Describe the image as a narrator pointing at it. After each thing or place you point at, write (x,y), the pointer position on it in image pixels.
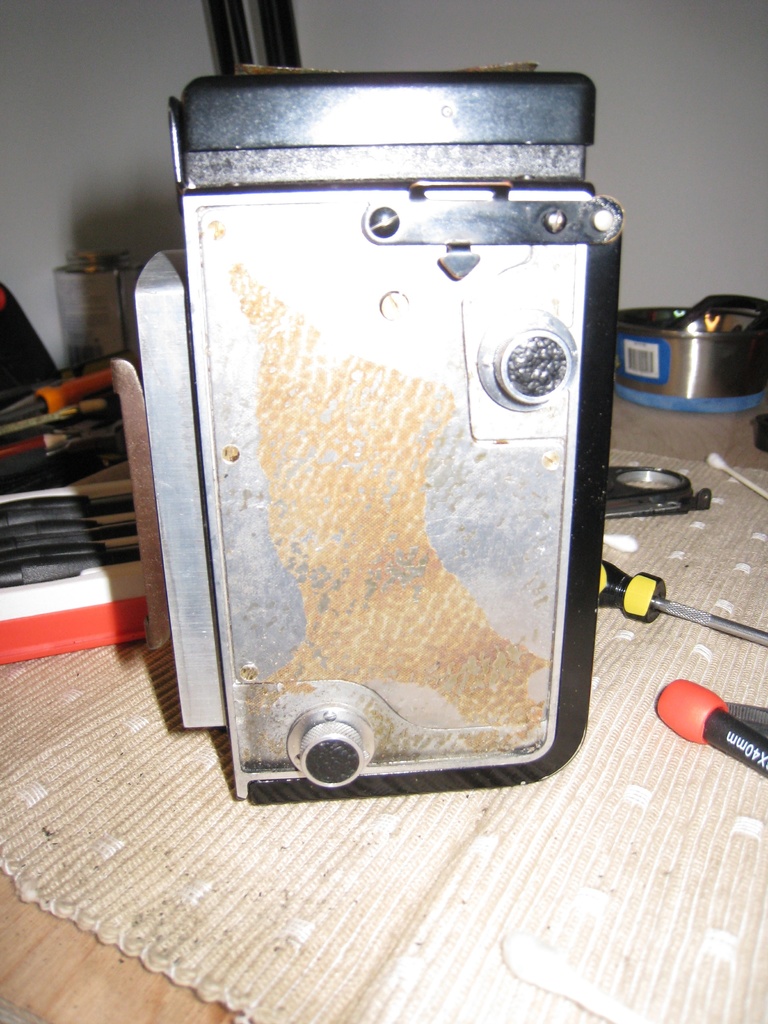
In this image we can see there is the table (107,975), on the table (449,891), we can see the mat (159,791). And there is a bowl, tray (65,619), stick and few objects (631,482) on it. And there is the black color object (505,634). At the back (166,58) we can see the wall (127,212).
